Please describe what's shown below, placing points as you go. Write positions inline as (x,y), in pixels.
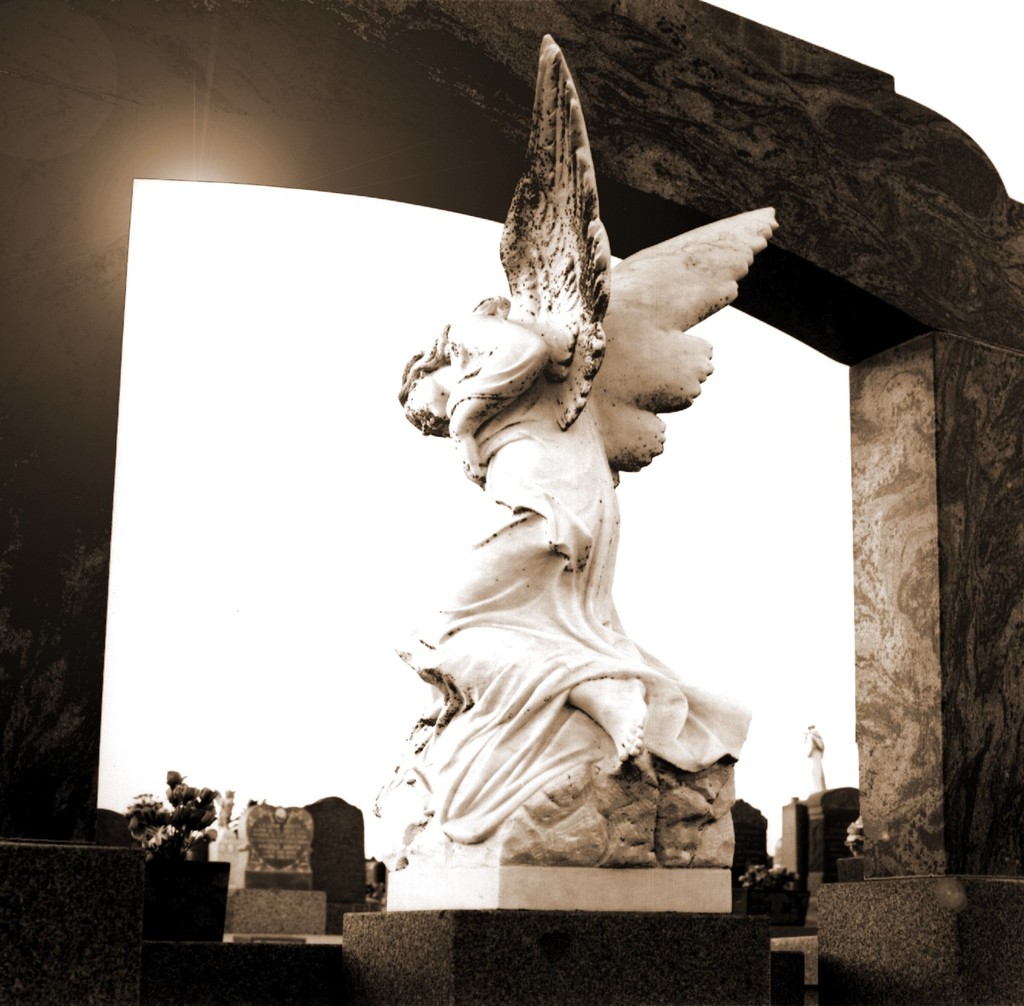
As we can see in the image there is a statue (534,371), gravestones (878,912) and sky (262,517).
